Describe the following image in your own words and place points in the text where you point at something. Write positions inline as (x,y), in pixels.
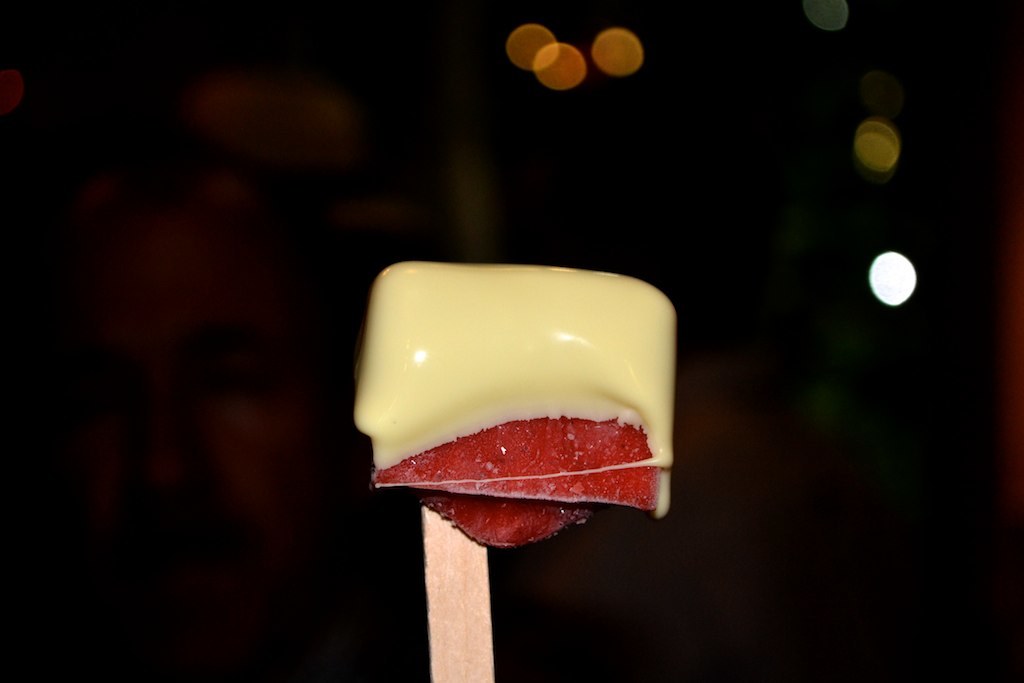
In this image, I can see an ice cream (573,471), lights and a dark color. This image is taken may be in a hotel (609,571).
